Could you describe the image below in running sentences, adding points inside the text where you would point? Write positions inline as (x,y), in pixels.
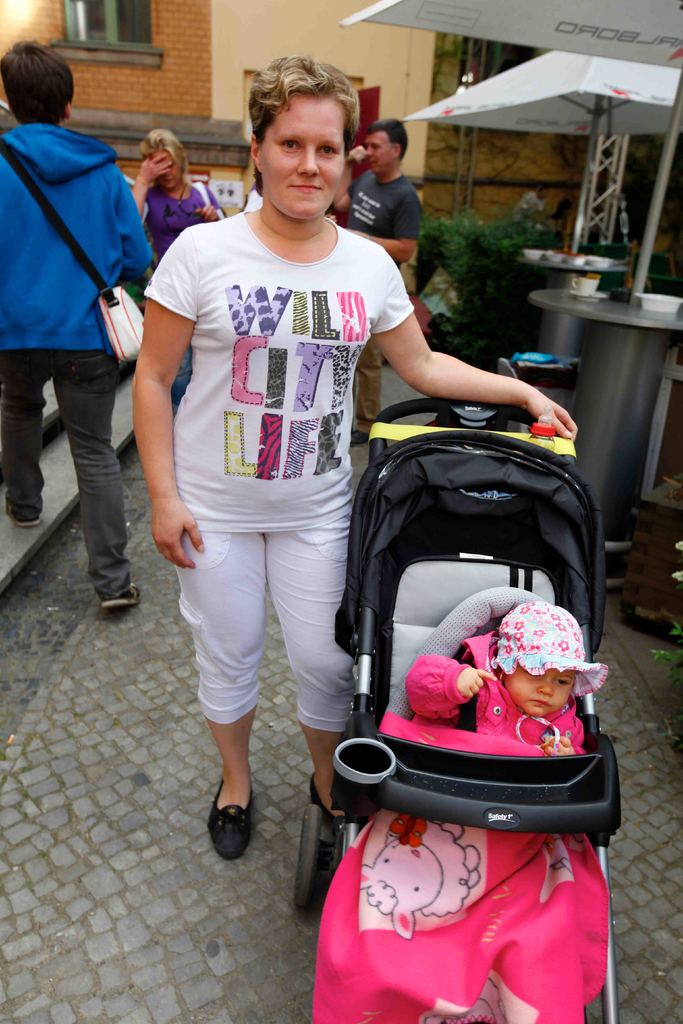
In this image we can see some people (379,275) standing. One man (77,317) is wearing a bag (108,310). One woman (294,364) is holding a baby carrier (588,539) containing a baby (564,745) in it. On the right side of the image (653,308) we can see a cup (589,289) and some objects (670,304) placed on tables (636,336), umbrellas (550,74), metal frames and some plants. At the top of the image (218,58) we can see building (208,68) with windows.
